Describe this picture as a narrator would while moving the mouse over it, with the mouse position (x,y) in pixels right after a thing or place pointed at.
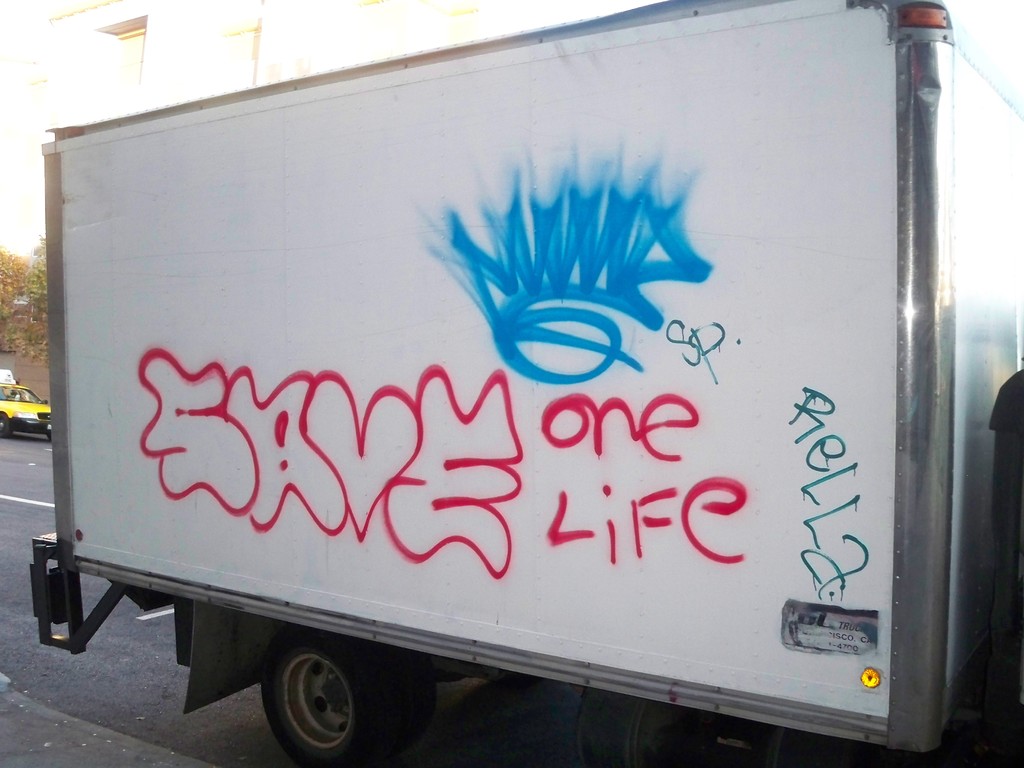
In this picture we can see the side of a vehicle (791,85) with white background and something written on it.
